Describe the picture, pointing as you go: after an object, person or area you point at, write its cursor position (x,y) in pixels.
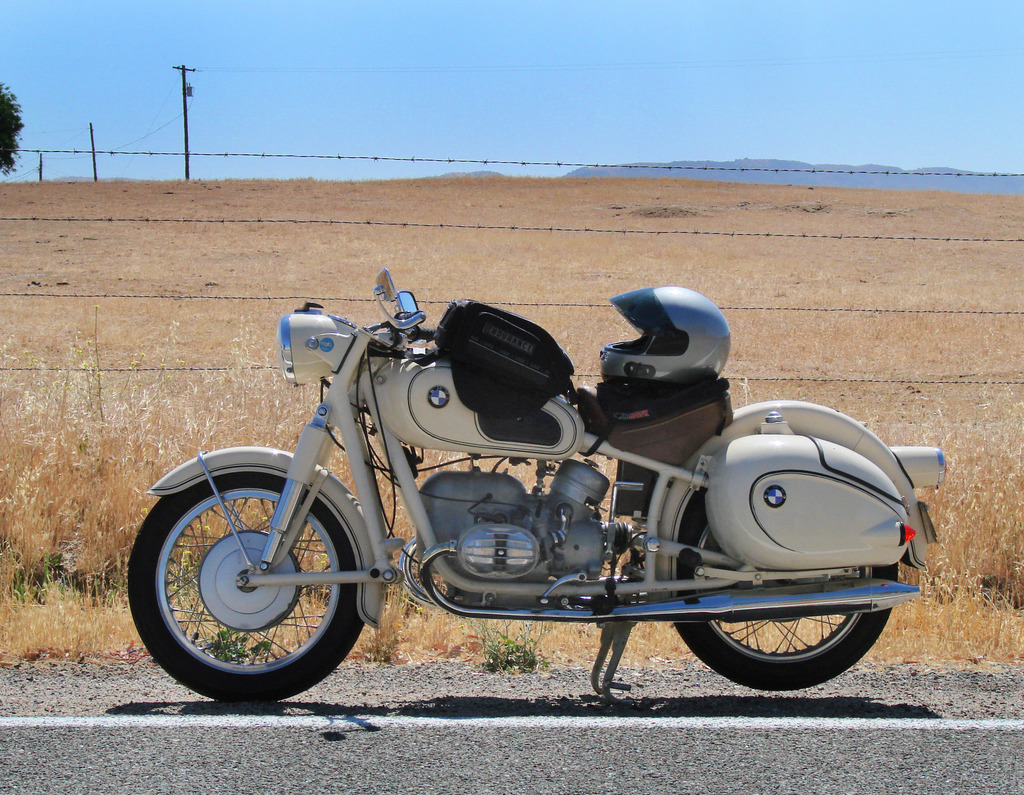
This image consists of a bike (349,460) in white color on which there is a helmet (608,353). At the bottom (573,722), there is a road (477,714). In the background (379,197), there is a field (134,320) which consists of dry grass (76,412).
